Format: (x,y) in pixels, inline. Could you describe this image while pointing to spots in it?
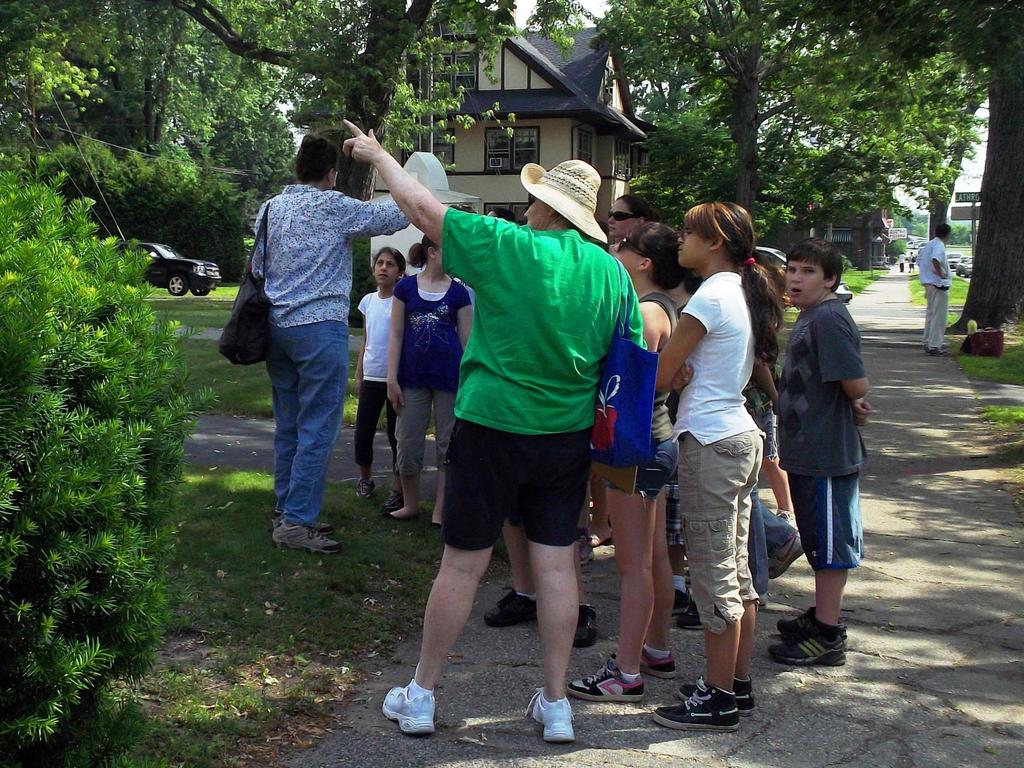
In this image we can see people (693,536) standing. In the background (493,133) there are buildings (493,133) and trees (961,126). We can see cars (167,259). At the bottom (249,682) there is grass (215,691).
